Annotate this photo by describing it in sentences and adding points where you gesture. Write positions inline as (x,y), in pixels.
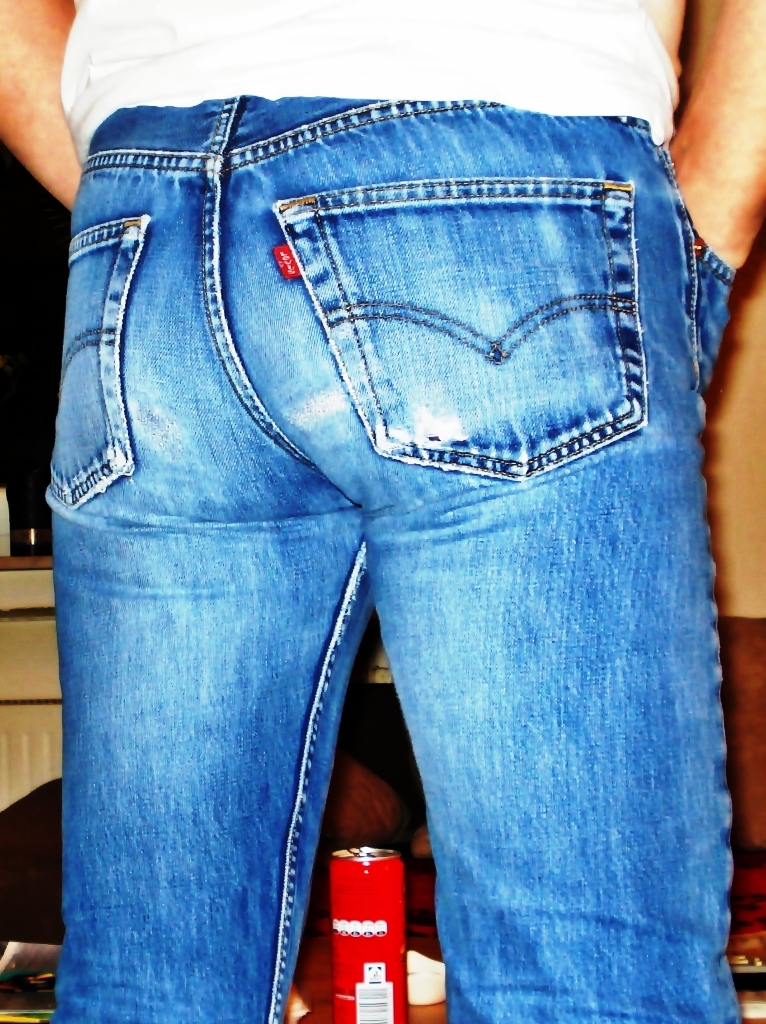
In this image there is one person (407,362) standing in middle of this image (356,426) is wearing white color t shirt (316,62) and blue color jeans (261,455) and there is one object (344,895) is in red color is at bottom of this image (358,943).
